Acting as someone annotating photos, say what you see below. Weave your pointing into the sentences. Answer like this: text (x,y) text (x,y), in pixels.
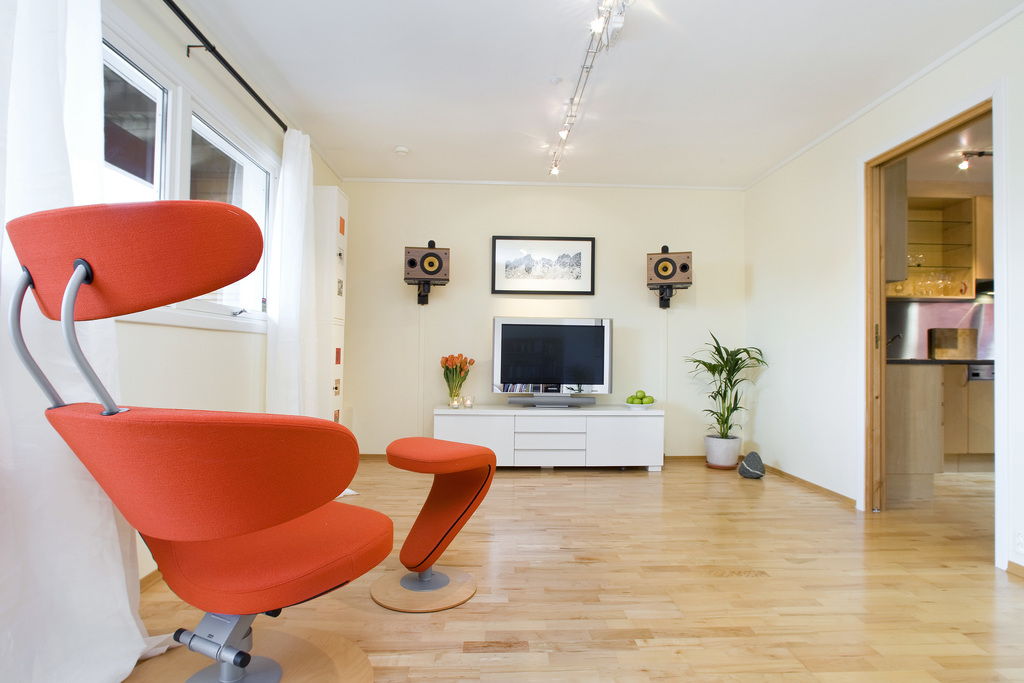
This image consists of a chair (223,432) and a stool (461,489). At the bottom (712,583), there is a floor (771,558). In the front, we can see a TV (550,365) on a cabinet (544,430). On the right (728,416), there is a potted plant (733,397). And we can see the speakers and a frame (556,267) hanged to the wall (416,244). At the top (609,34), there is a roof (626,92) along with the light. On the left (62,196), there are windows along with the curtains (286,352). On the right (922,384), it looks like a kitchen (942,346).
